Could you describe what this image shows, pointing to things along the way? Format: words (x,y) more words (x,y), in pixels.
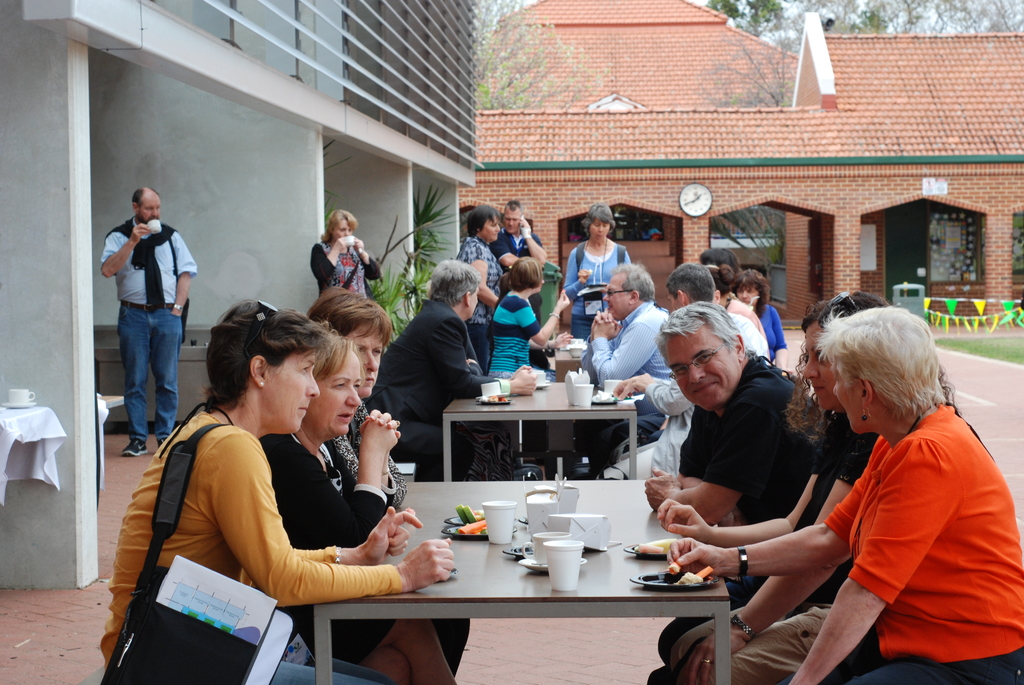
Here we can see group of people (333,450) sitting on chair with tables (590,499) in front of them having coffee cups (567,562) and there are people (607,244) also standing here and there and we can see a house (644,133) behind them there are trees (746,10) present.
